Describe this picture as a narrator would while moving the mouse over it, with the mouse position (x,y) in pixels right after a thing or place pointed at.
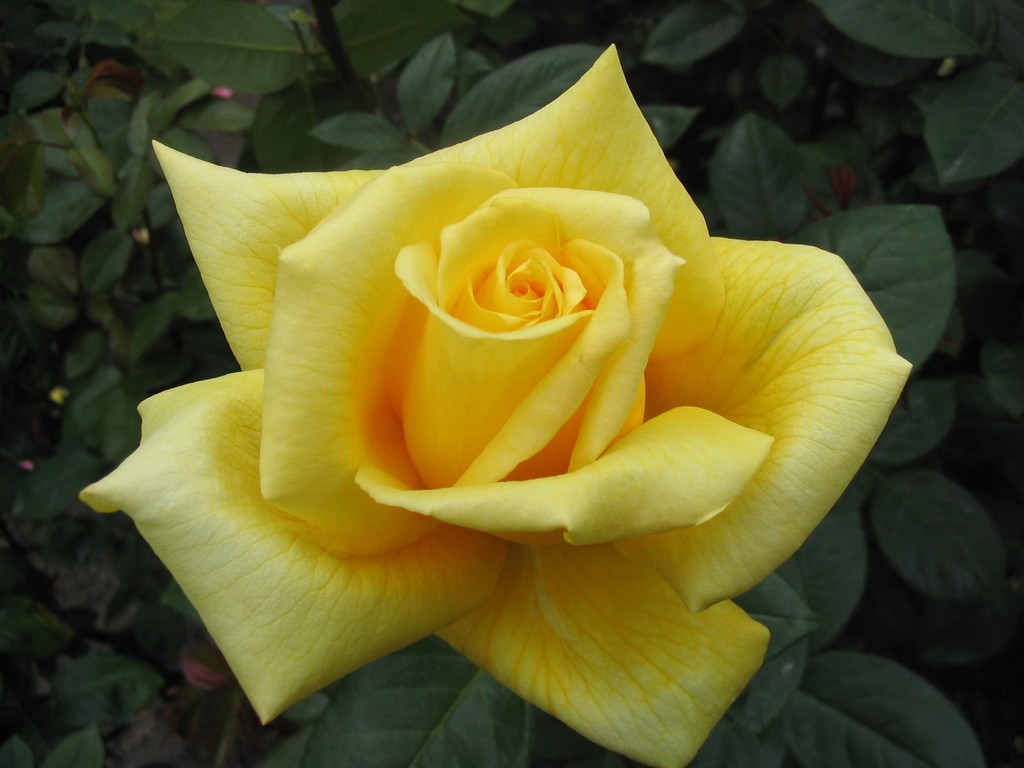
In this picture we can see a yellow color rose (438,480) and there are plants (44,39).
